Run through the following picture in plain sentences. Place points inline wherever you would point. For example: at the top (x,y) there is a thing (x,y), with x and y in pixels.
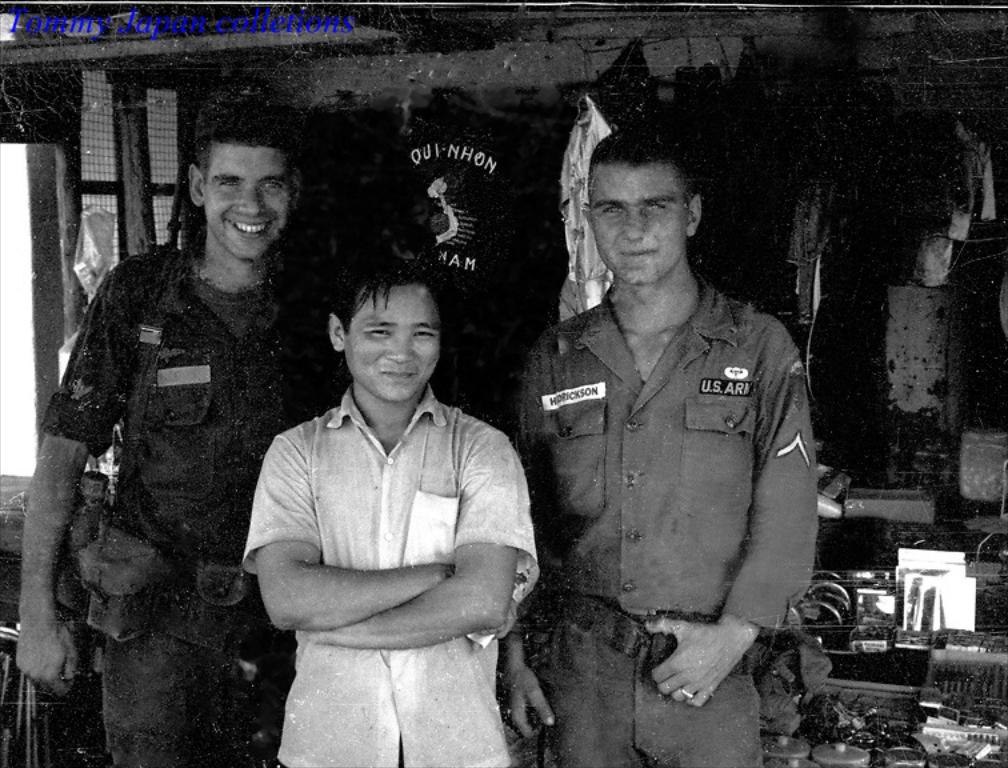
In the center of the image (457,506) we can see three persons (492,551) are standing and they are smiling and they are in different costumes (590,498). In the background (548,136) there is a wall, roof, banner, cloth (591,127), white color objects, round shape objects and a few other objects (156,145). At the top left side of the image (29,22), we can see some text (283,23).
